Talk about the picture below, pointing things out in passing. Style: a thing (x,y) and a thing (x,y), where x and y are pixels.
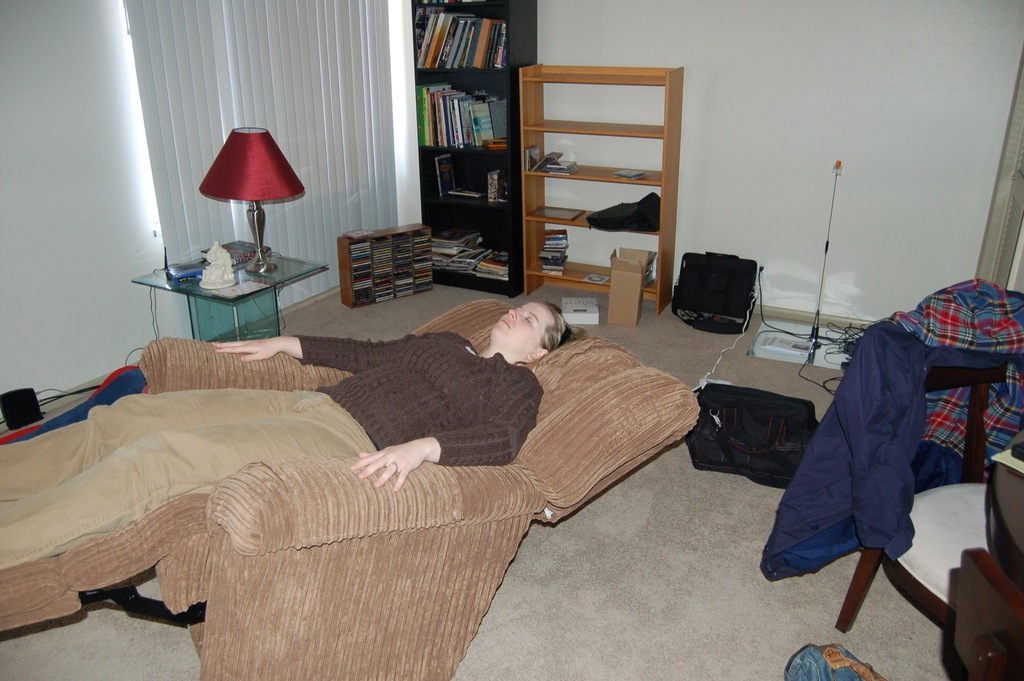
This image is clicked inside a room (623,569). There is a woman (446,405) lying on a recliner couch (157,555). Beside her there is a table (225,309). On the table (240,285) there are sculptures (224,256), a table lamp (228,177) and a telephone (194,267). Behind the table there are window blinds (198,61) to the wall (128,146). To the right (939,545) there is a chair (982,390). There is a jacket (893,402) spread on the chair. In the background (770,71) there is a wall (742,50). There are racks (525,81) near the wall (728,52). There are books (490,56) in the racks (499,237). There are bags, cable wires (825,340) and boxes (781,348) on the floor (641,552). There is carpet (667,595) on the floor (738,591).
